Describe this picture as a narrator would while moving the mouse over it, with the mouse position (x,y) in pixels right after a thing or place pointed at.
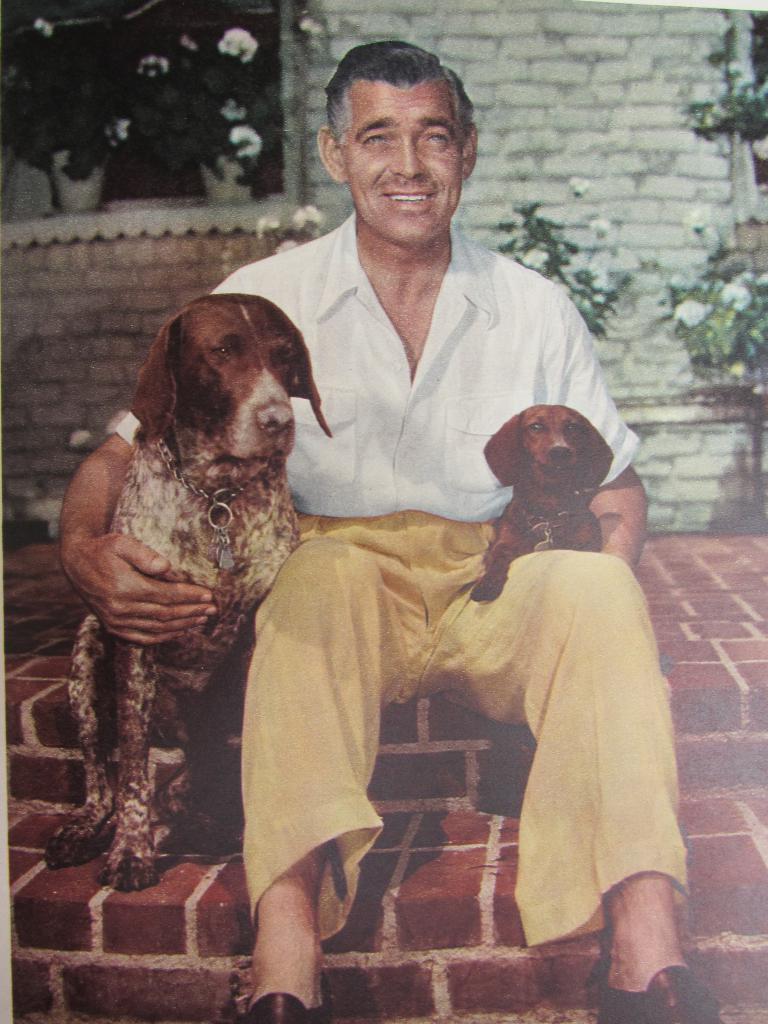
Here a man (352,572) is sitting, holding 2 dogs (229,525) on either side of his hands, behind him there is a wall (560,105) and plants (554,253).
